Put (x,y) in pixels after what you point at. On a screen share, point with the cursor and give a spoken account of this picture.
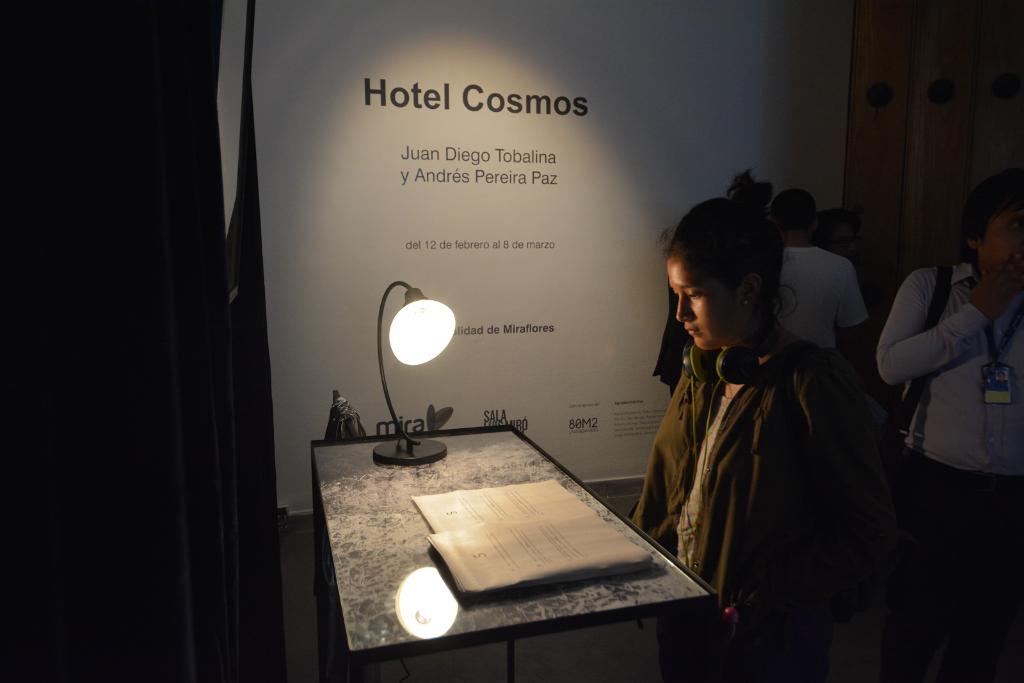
This is the woman (761,455) standing. I can see a headset (739,366) around her neck (757,345). This is the table (394,496) with a study lamp (408,447) and a book (457,534). I think this looks like a banner (601,250). I can see few people (843,320) standing. This looks like a wooden board (919,157).
